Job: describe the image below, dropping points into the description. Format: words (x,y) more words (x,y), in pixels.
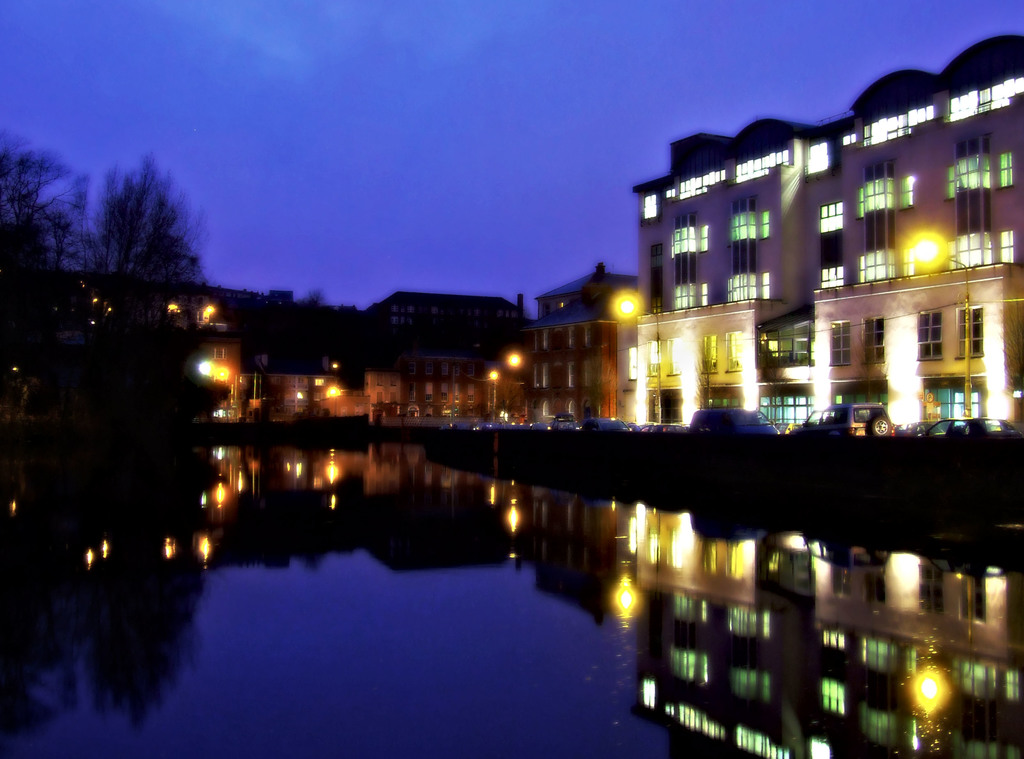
In this image in front (293,699) there is water (351,556). In the background (260,290) there are trees (257,317), buildings (867,231), street lights (204,372) and sky (487,120). We can see there are cars (705,419) on the road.
